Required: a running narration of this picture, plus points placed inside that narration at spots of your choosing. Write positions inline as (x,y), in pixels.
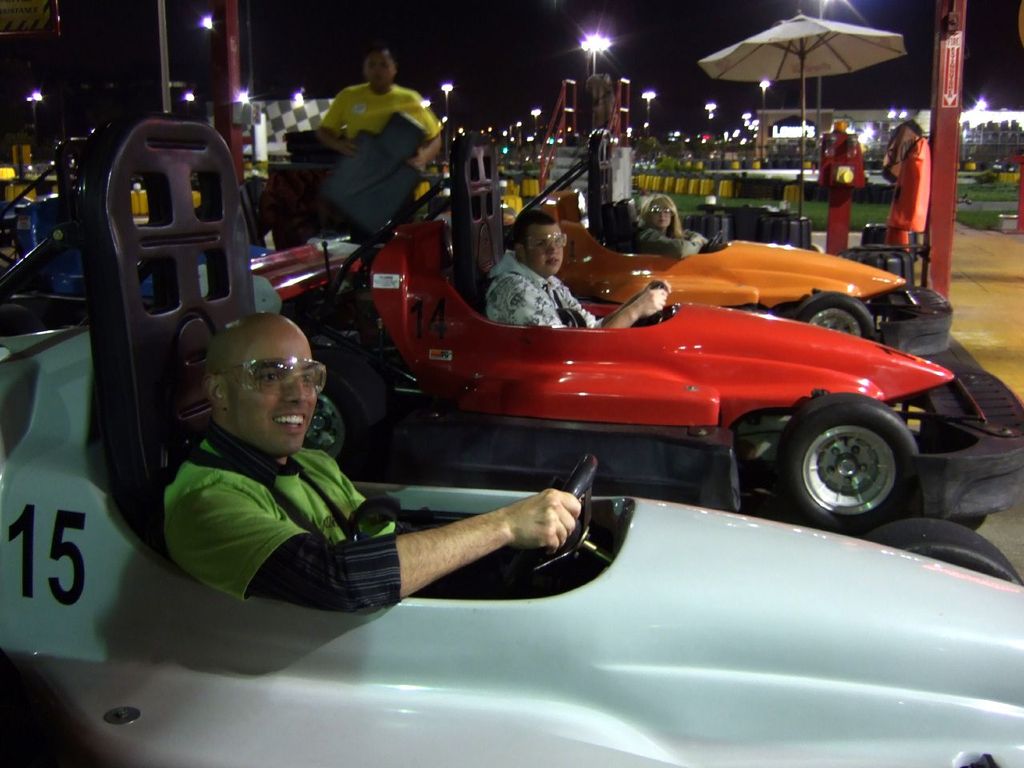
In this image I can see few people (545,257) are sitting in the cars (503,423). They are in different color. Back I can see lights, tents (782,69), stairs (547,162) and few objects (831,182). The image is dark.
